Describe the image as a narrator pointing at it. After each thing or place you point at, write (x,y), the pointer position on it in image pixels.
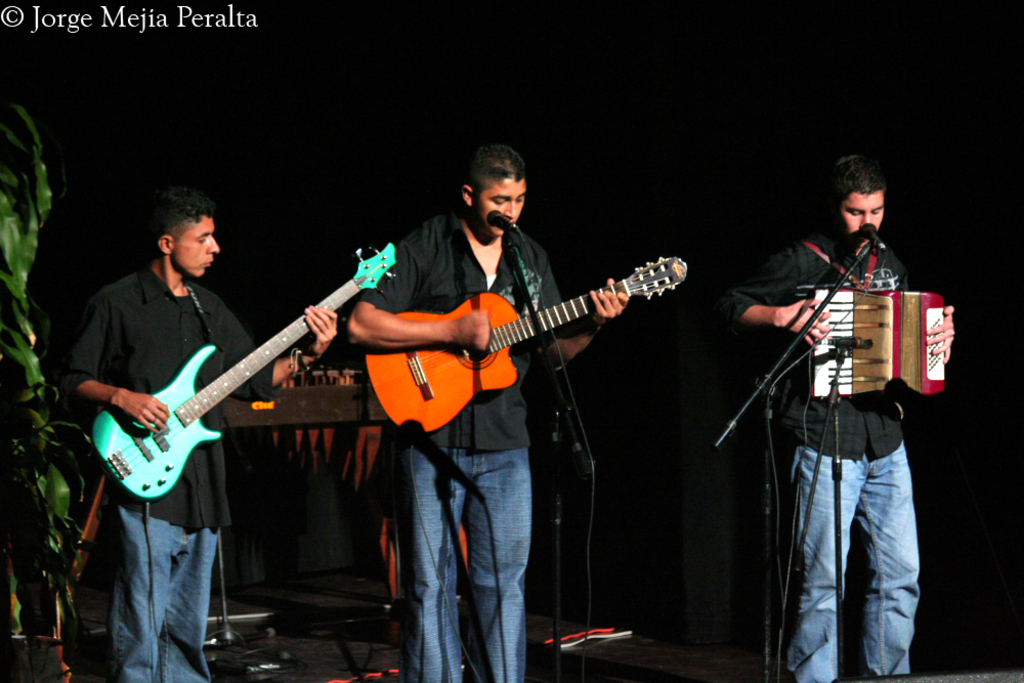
The picture is taken inside a club (455,186), there are three men (202,466) standing in a row first two are playing guitar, the second person (484,199) is also singing a song, the third person (763,307) is playing accordion (906,293), in the background (327,407) there is a music system (305,408) to the left side (39,181) there is a tree (4,271).
